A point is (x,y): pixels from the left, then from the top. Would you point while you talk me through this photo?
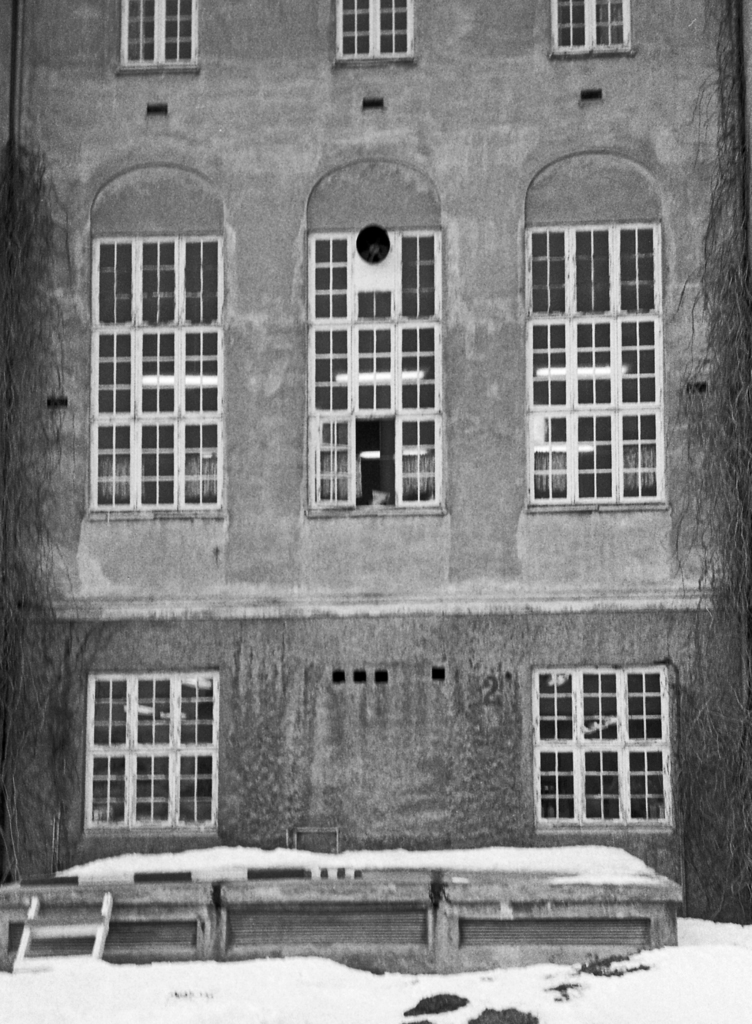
In the image we can see the black and white picture of the building (356,619).
